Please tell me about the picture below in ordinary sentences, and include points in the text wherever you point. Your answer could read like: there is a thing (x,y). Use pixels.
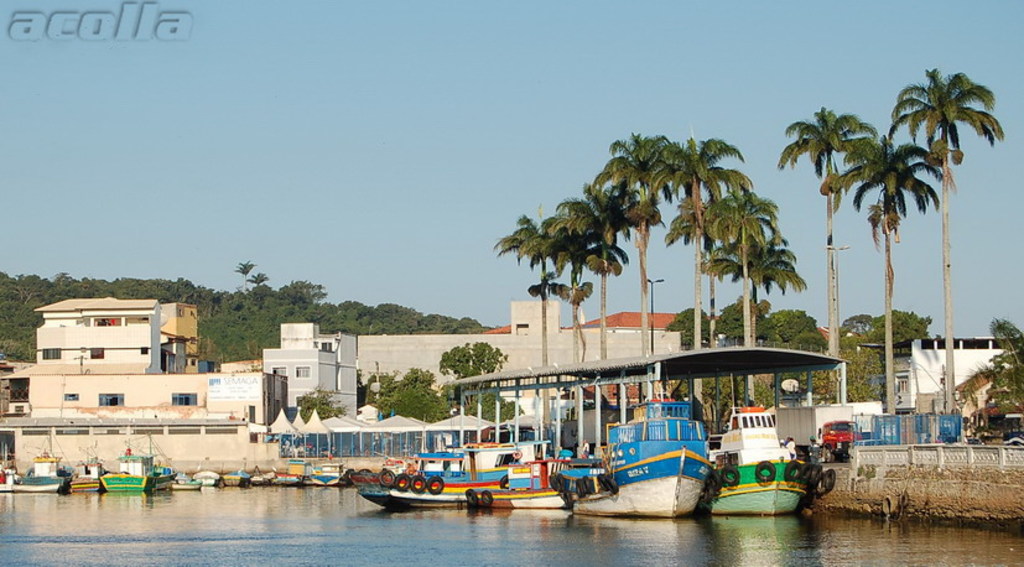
In this image I can see the water (203,514), few boats (117,487) which are white, green, blue and red in color on the surface of the water (286,523), few buildings (247,412) and few tents (357,428) which are white in color. In the background (338,393) I can see a mountain (236,321), few trees (196,300), few buildings (343,354) and the sky (398,144).
